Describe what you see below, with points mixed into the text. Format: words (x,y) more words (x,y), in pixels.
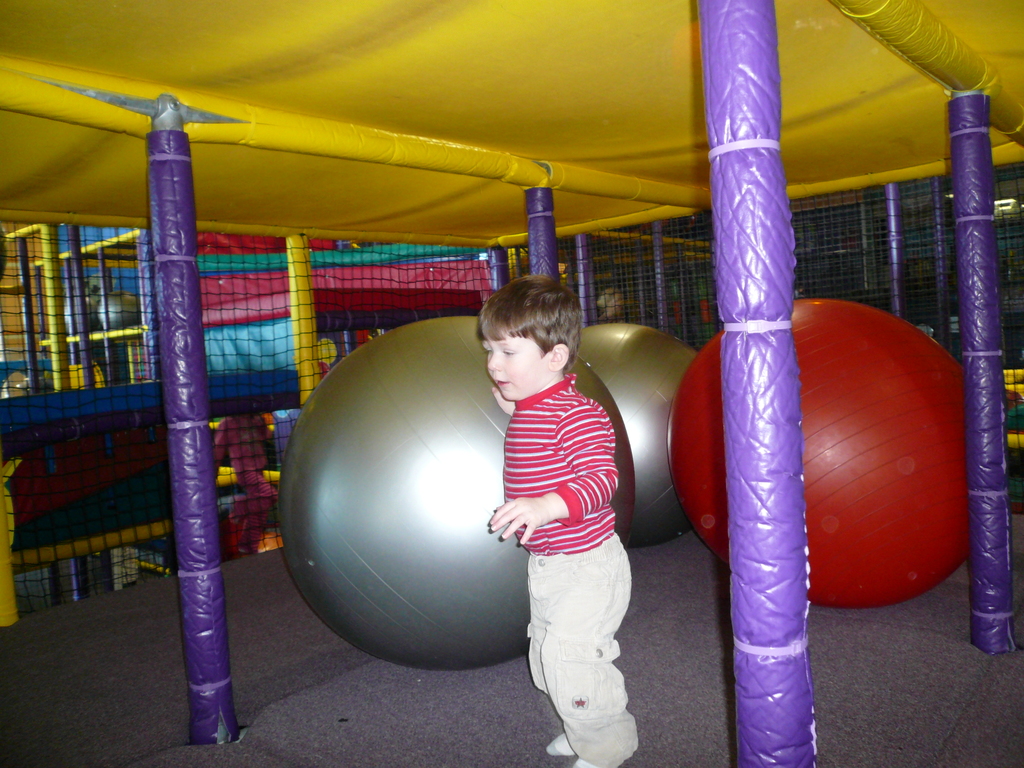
In this image, we can see some pillars (766,194). There is a kid (597,497) at the bottom of the image (594,671) wearing clothes (569,630) and standing in front of balls (841,519). There are mesh grills (315,280) in the middle of the image (675,287).
